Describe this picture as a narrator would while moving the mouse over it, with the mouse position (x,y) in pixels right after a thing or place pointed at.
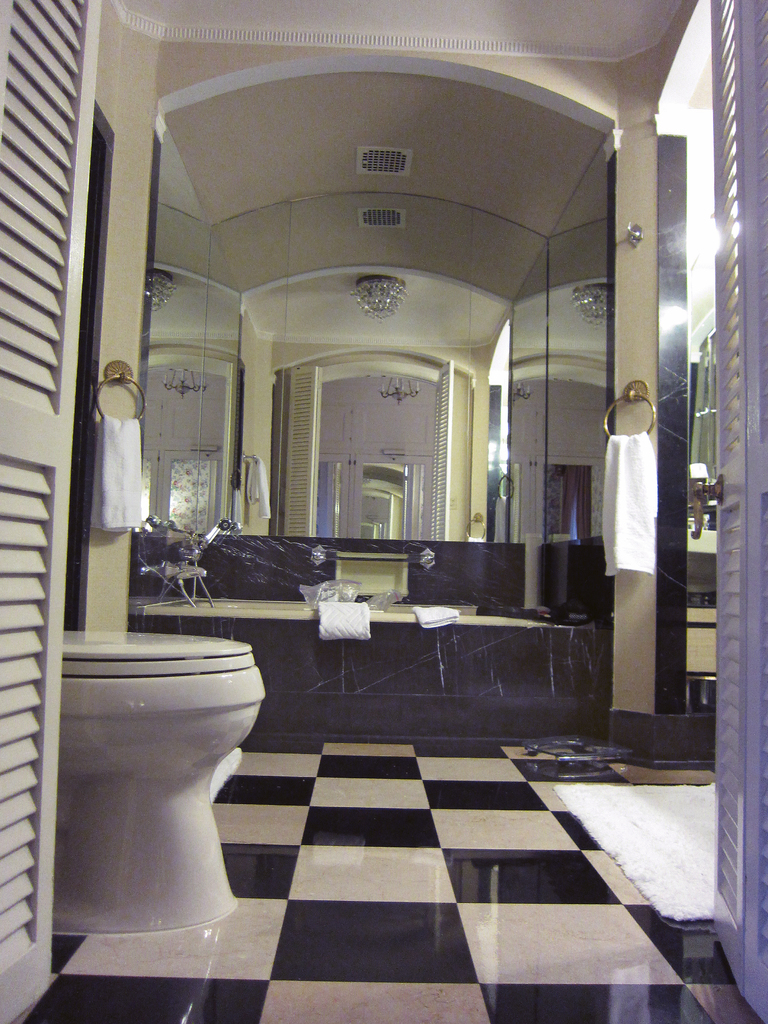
In this image, we can see a mirror (468,270) in between towels (120,503). There is a toilet seat (169,745) in the bottom left of the image (128,858). There is a door (43,434) on the left (35,466) and on the right side of the image (737,514).
